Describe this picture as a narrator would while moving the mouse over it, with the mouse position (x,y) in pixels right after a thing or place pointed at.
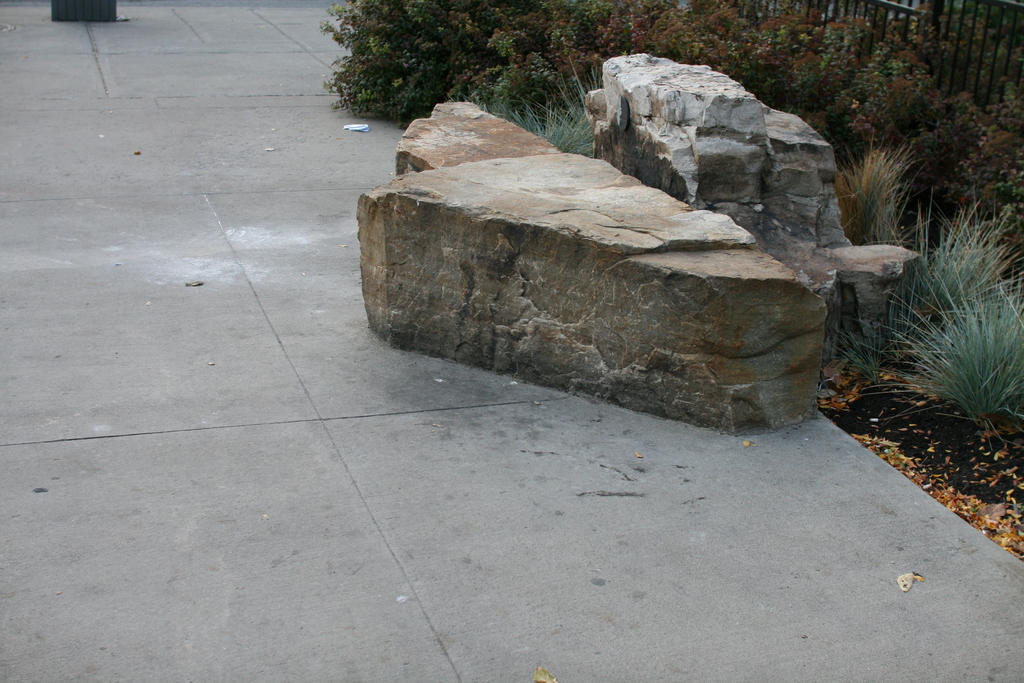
In this picture we can see some plants (741,64) on the right side (713,52), there are three rocks (651,156) in the middle (637,277), we can see some leaves (964,495) at the right bottom (973,504).
